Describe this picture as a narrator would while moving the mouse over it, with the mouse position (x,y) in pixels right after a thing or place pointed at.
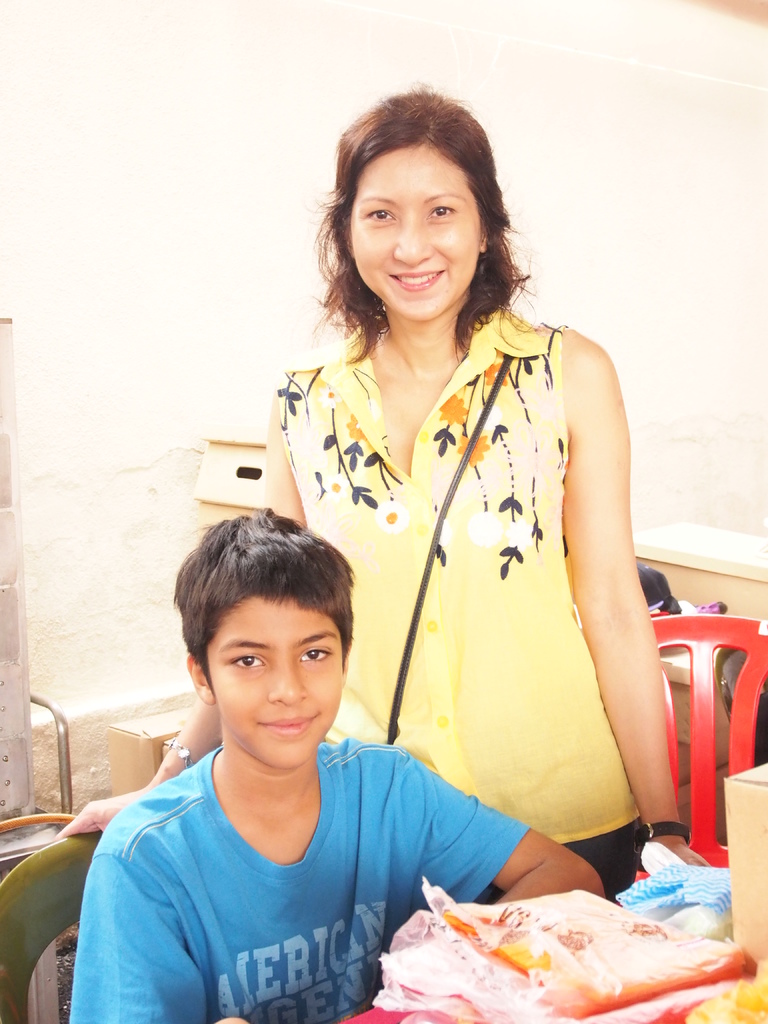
In this image we can see a woman (404,642) wearing yellow color dress (399,725) standing and a kid (317,872) wearing blue color dress (290,886) sitting on a chair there are some items (543,985) in front of them and in the background of the image (738,584) there is a wall (148,499), cardboard boxes (720,548) and there is a chair (699,685) which is red in color.
